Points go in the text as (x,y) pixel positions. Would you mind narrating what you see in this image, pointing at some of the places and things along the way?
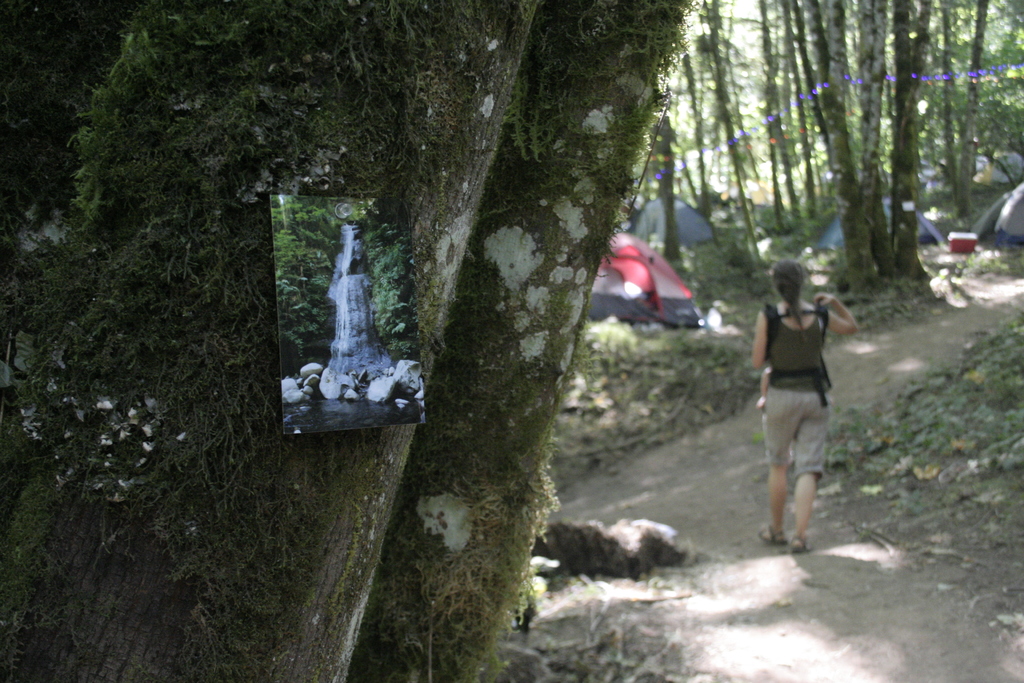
This picture is clicked outside. On the left (317,241) there is an object (339,279) hanging on the tree (241,103). On the right (821,357) we can see a person (781,313) walking on the ground (729,578) and we can see the tents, grass (673,340) and trees (882,164) and some other objects (966,248).
